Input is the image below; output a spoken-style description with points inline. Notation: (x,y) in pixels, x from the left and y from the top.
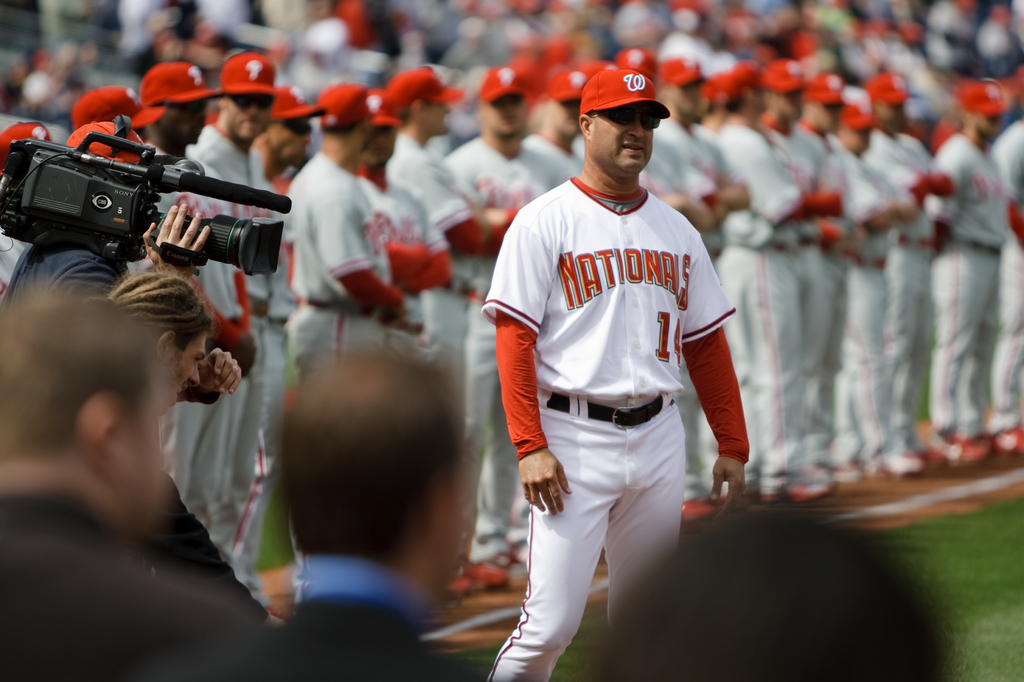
In this image I can see number of people (435,230) are standing. I can see most of them are wearing white colour of dress (700,258) and red caps (128,159). I can also see something is written on their dresses (649,295). On the left side of the image (81,133) I can see one person (171,241) is holding a camera (234,234) and I can also see this image is little bit blurry.
